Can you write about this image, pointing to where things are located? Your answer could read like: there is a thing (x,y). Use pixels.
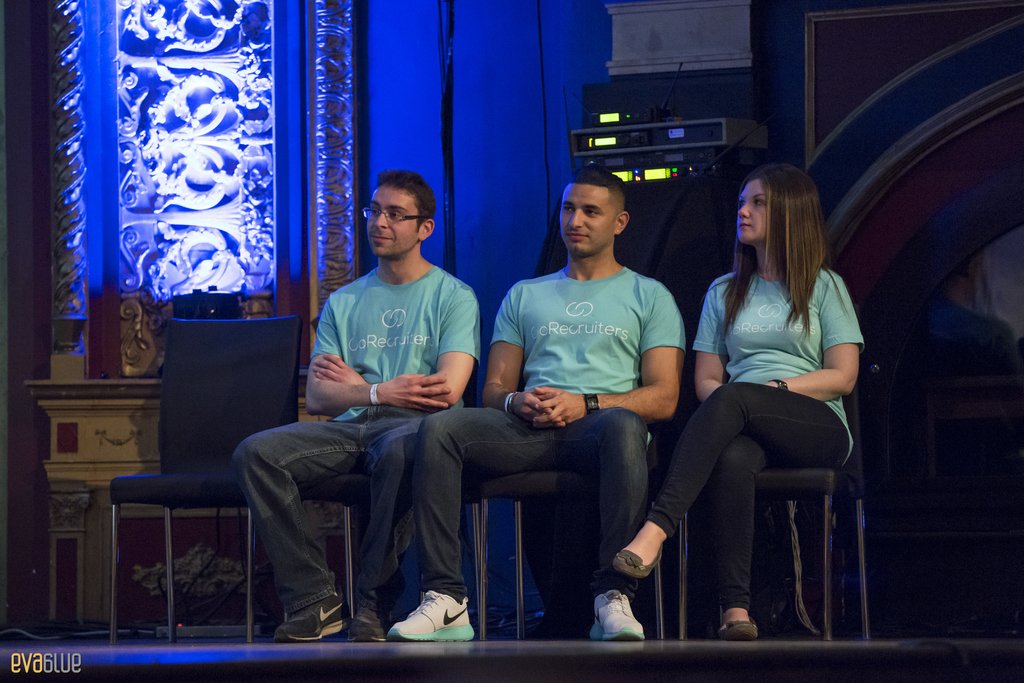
In this image two persons (483,438) and a woman (793,254) are sitting on the chair (492,487). They are wearing blue shirts (660,341) and shoes (655,560). Left side (208,396) there is a chair (210,465), behind there is a lamp (218,316). Behind them there is a table (671,186) having few electronic devices (680,140) on it. In background (515,33) there is wall (916,224).
